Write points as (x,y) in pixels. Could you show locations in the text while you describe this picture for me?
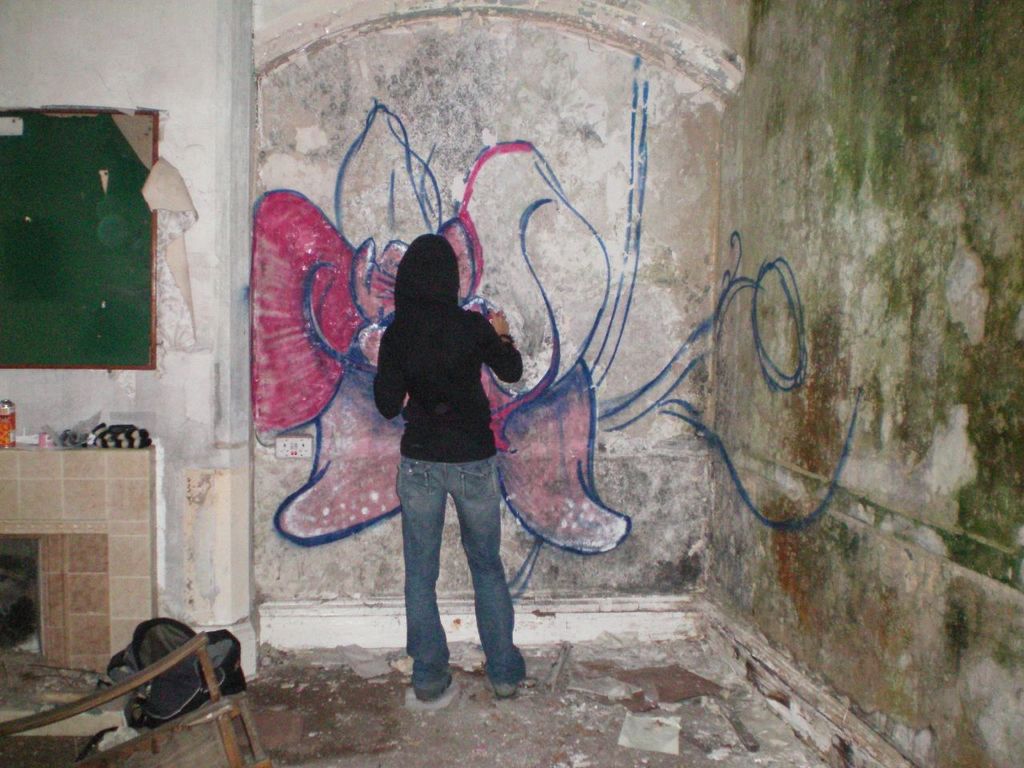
In this picture I can see a person (401,351) is painting on the wall (550,403), in the middle (557,399). On the left side (150,351) there is a board (153,337).
